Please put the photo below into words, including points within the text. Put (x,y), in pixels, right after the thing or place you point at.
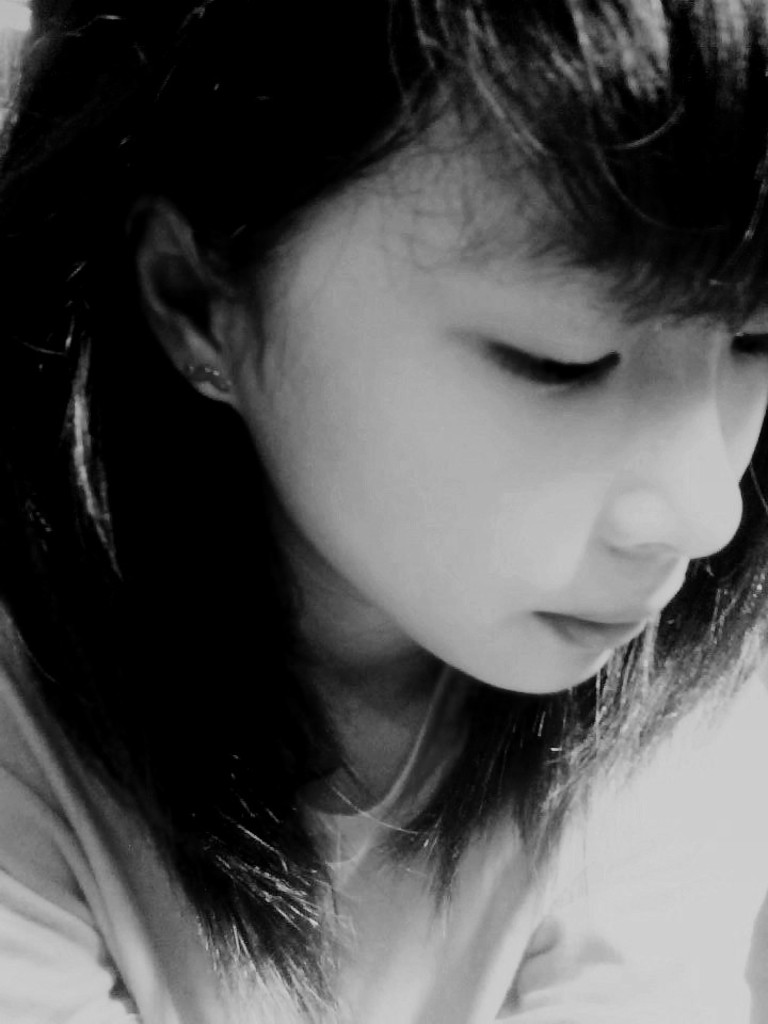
In this Image I can see the person (329,548) wearing the dress (388,937) and this is black and white image.
